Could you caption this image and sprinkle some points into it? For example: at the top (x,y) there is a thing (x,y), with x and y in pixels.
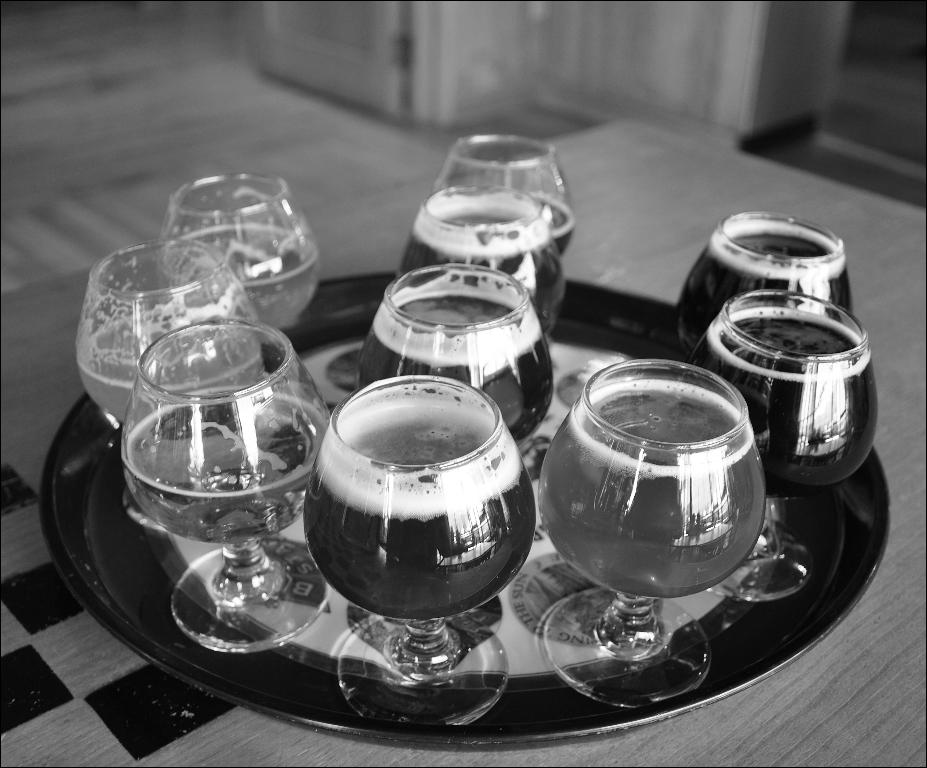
This is a black and white image. In the center of the image (429,443) we can see beverage (624,449) in glass tumblers (357,482) in plate (343,622) placed on the table (818,699).
